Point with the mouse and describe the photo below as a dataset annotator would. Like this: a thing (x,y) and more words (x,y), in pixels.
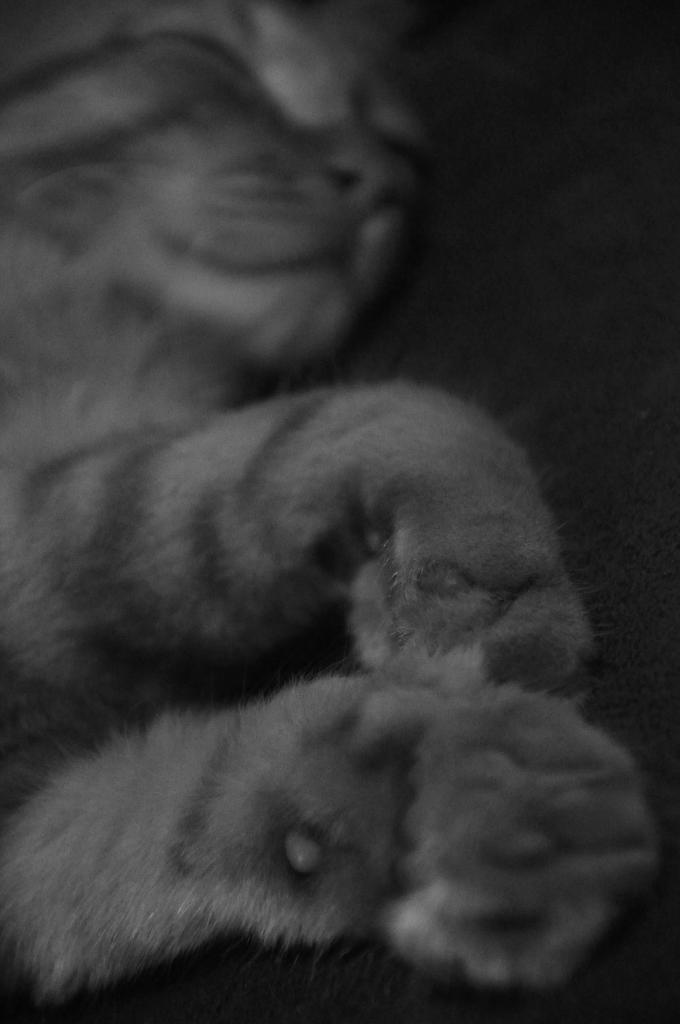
In this image we can see a cat (303,249) sleeping.
